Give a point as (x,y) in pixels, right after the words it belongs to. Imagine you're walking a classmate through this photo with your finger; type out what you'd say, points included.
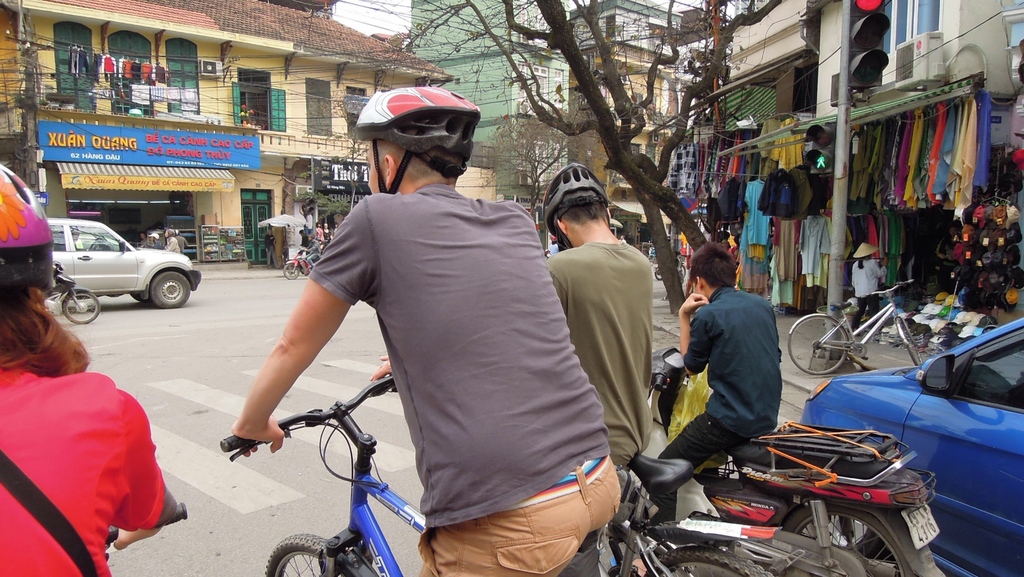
In the image there are few people (624,385) on bike (826,549) and bicycle (684,545), this picture is clicked on a road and on the pavement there are vendors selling clothes (744,257) and in front there are buildings (285,82).
